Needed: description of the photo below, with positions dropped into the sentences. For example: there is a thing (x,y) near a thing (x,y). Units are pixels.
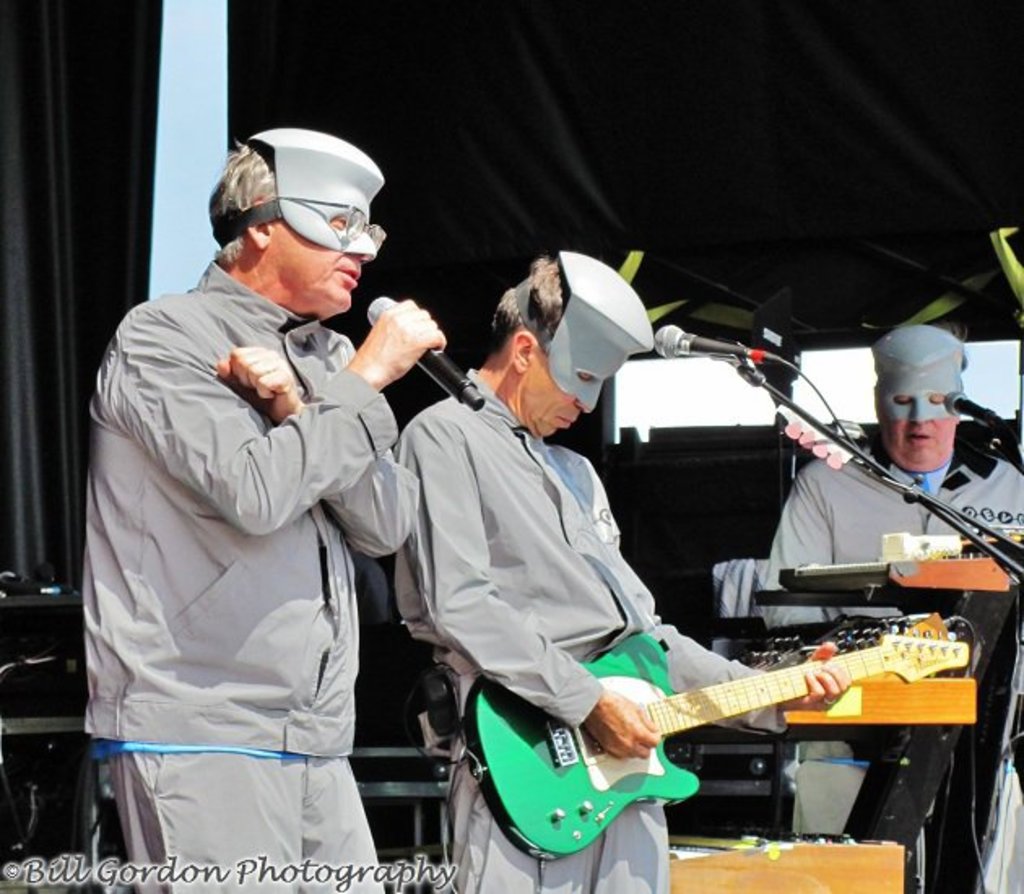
In this picture we can see three persons (522,379) on left side (317,400) person (301,375) holding mic (472,390) and singing on it and in middle (562,509) person (562,654) holding guitar (575,776) and playing and on right side (939,396) person (920,484) sitting on chair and playing piano (794,582) and in background (445,92) we can see curtains (54,143).
